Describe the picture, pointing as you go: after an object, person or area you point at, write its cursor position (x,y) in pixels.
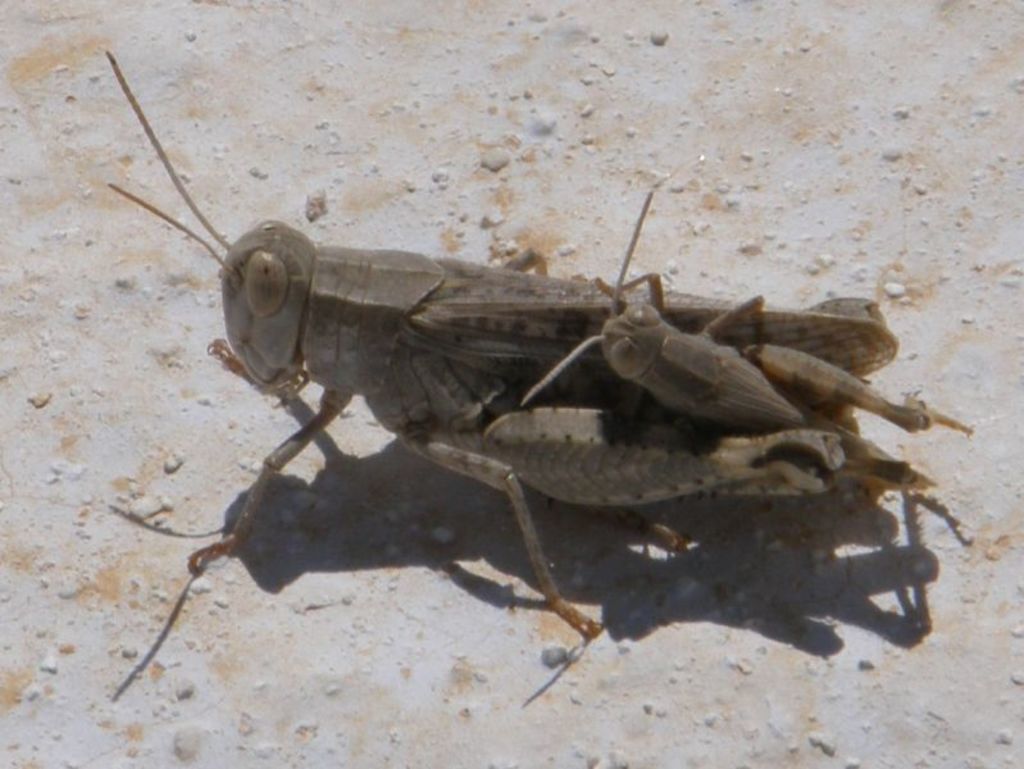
In this image, we can see some insects (417,387) on the surface (271,531).
